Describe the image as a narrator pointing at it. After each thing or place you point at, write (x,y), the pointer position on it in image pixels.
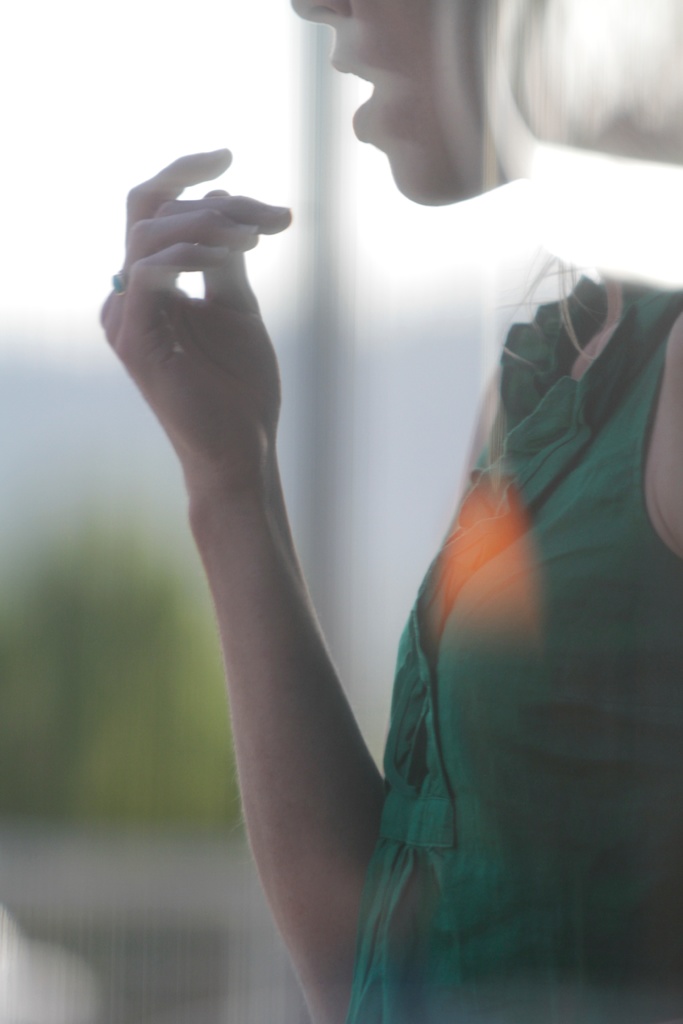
In this image there is a girl (427,689) in the middle (253,679) who raised her hand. In the background (152,679) it looks blurry.
